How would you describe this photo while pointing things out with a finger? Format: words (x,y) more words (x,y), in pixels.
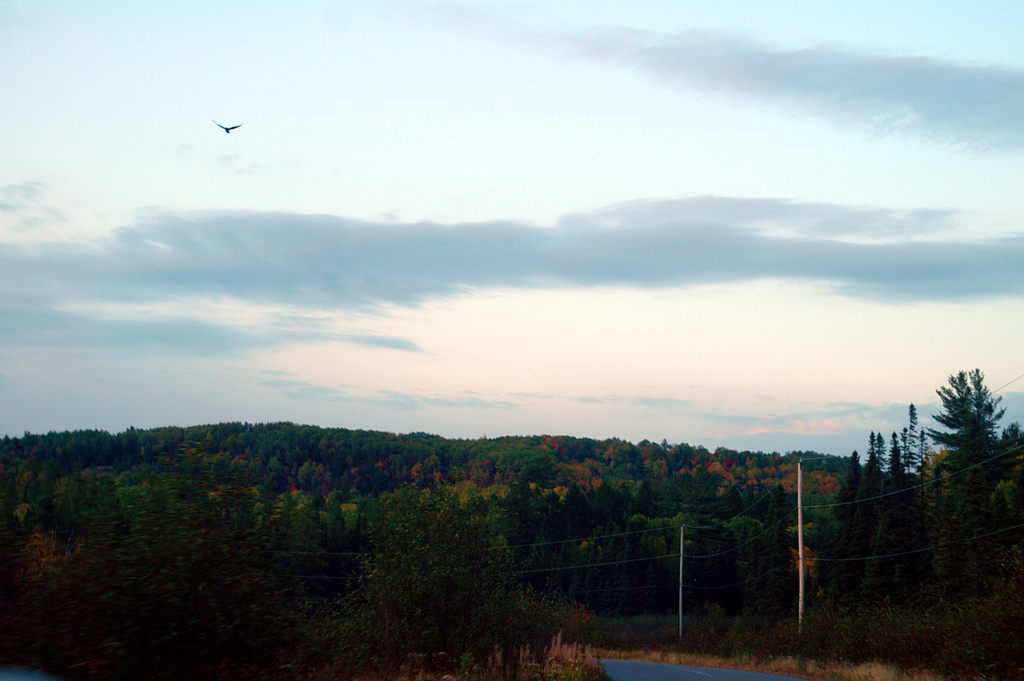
At the bottom of the image (246,523) there are many trees (461,525) and also there are poles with wires (883,558). At the top of the image (312,93) there is a sky (642,103) with clouds (326,315) and also there is a bird (224,126) flying.
